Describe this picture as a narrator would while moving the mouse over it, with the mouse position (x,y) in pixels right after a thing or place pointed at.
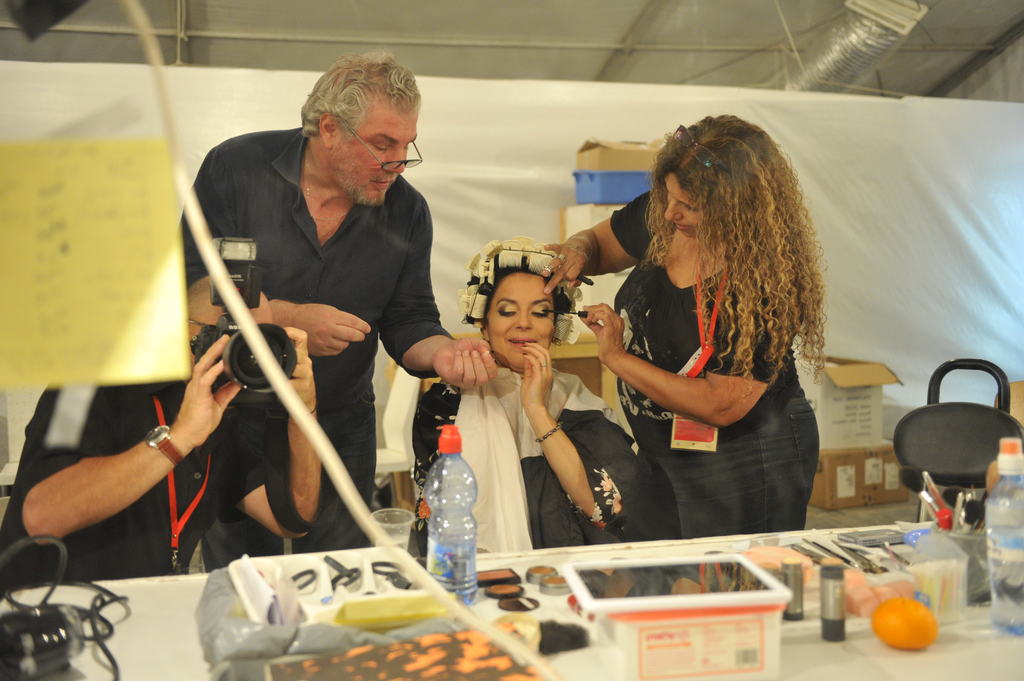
In this picture I can see bottles (1009,566), boxes (940,546), brushes (902,557) and some other objects (515,608) on the table (686,550), there are two persons (494,290) sitting on the chairs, a person (237,501) holding a camera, there are two persons (571,258) standing and holding some objects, there are cardboard boxes (866,402) and some other items (910,419), and in the background (832,318) there is a white cloth (850,349).
